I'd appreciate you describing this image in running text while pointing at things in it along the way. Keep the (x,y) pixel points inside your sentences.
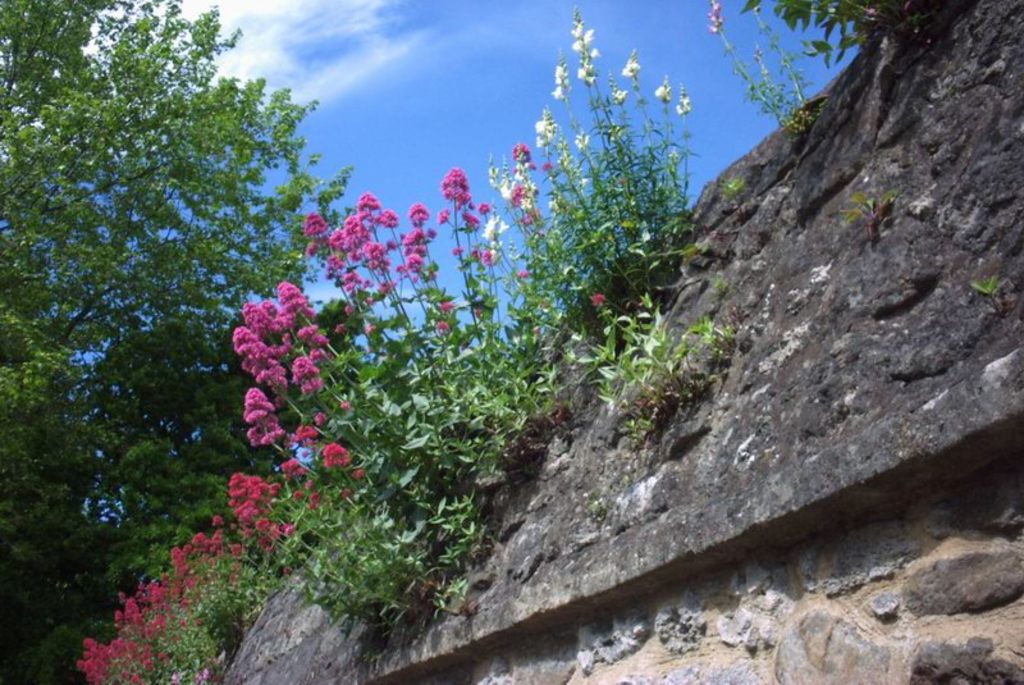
In this picture there are pink and white colour flowers (147,655) on the plants (374,381) and there are trees (147,294). In the foreground (758,531) there is a wall (667,452). At the top (336,142) there is sky (336,142) and there are clouds (361,67).
